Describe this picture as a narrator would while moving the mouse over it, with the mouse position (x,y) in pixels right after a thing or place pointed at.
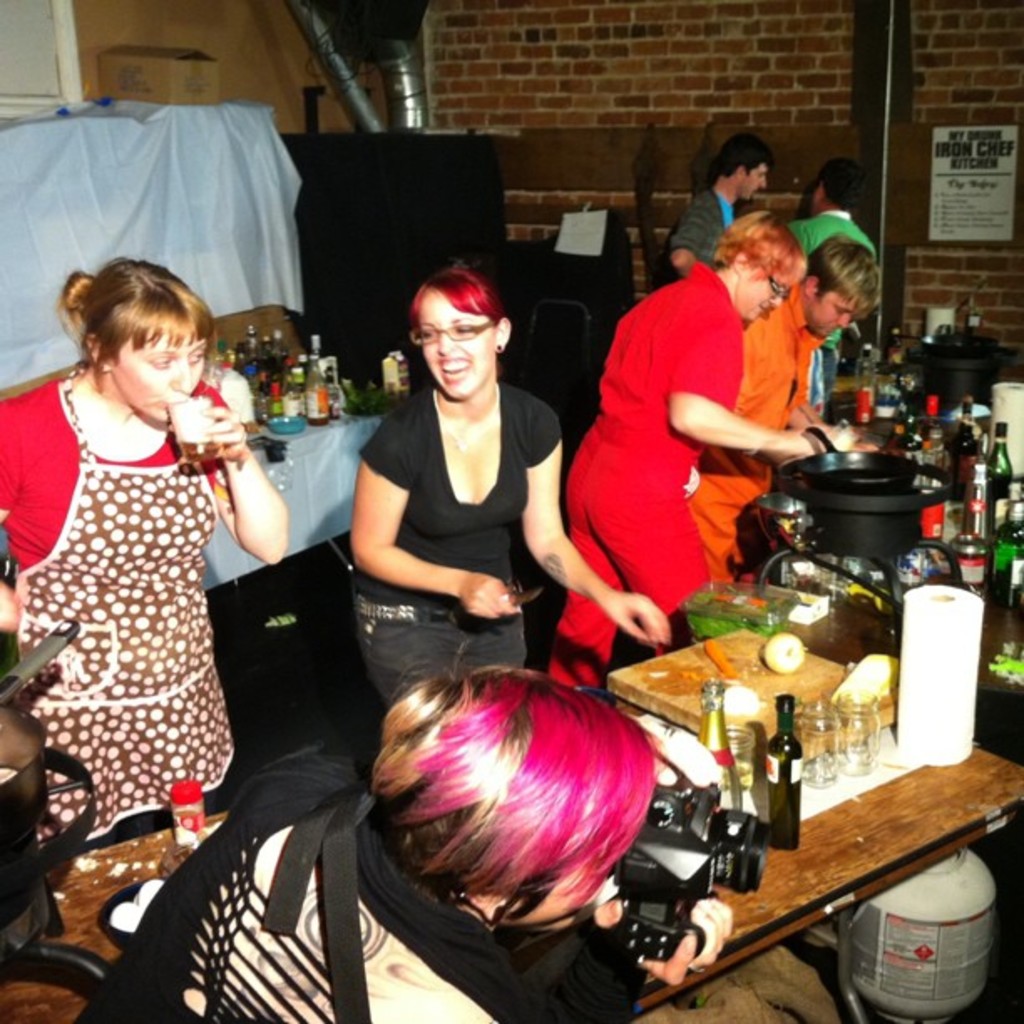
In this image I can see people (65,497) are standing. I can see few of them are holding things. I can also see few tables (885,792) and on these tables (758,929) I can see number of bottles (991,487), glasses (859,707) and many more other stuffs (768,672). I can also see white colour board (955,215) in background (931,222) and on it I can see something is written.
